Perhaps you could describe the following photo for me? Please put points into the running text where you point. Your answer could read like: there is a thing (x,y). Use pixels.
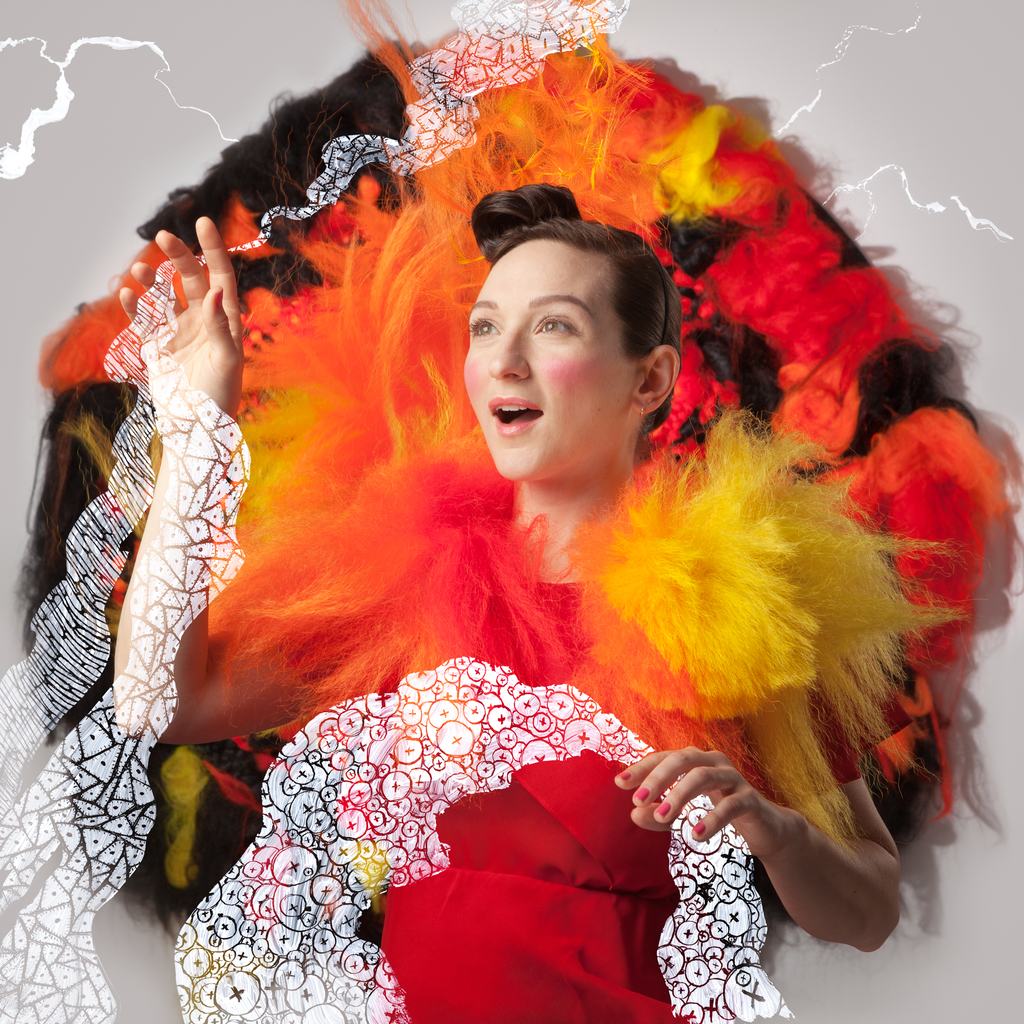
In this image we can see a lady (638,563) standing. She is wearing a costume (388,641).
